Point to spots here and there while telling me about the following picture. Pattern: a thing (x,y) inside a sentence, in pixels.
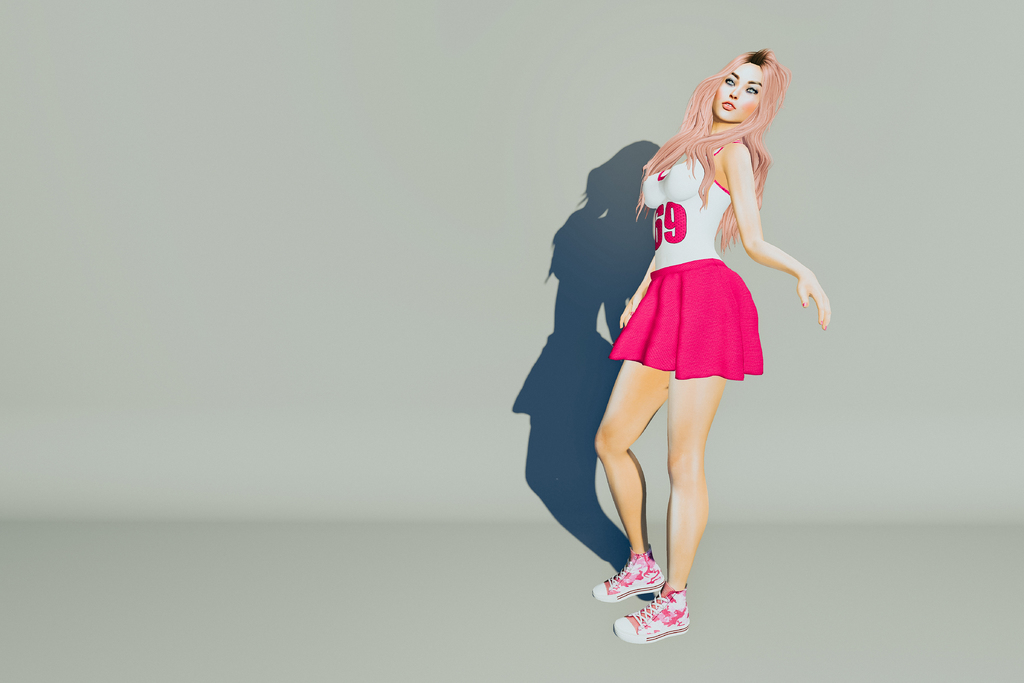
This is an animated image. Here I can see a woman (657,225) standing facing towards the left side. The background (178,409) is in grey color.
